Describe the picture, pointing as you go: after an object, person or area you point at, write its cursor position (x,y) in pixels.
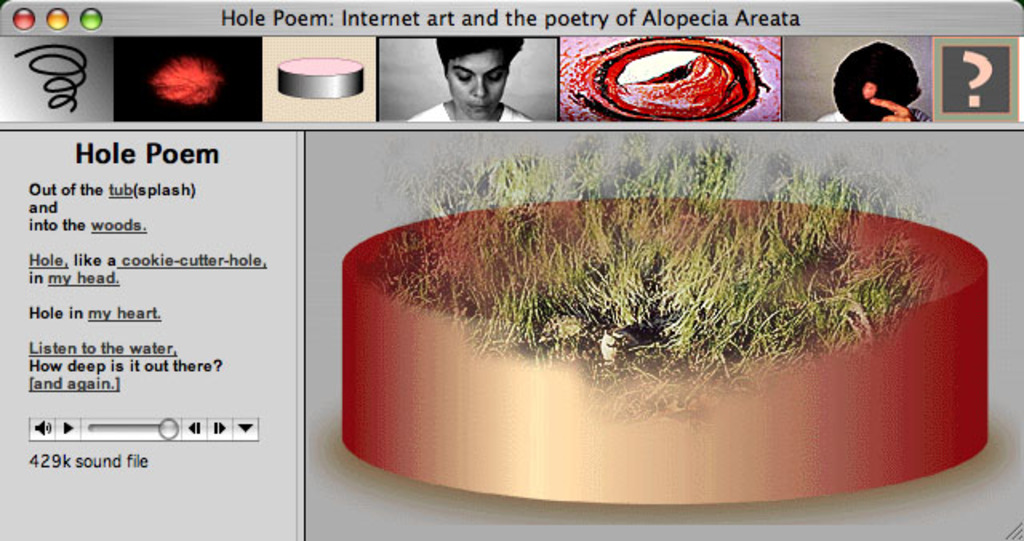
This is a screenshot of a screen (602,44), in this image there is text (151,143) and pictures (539,215).
